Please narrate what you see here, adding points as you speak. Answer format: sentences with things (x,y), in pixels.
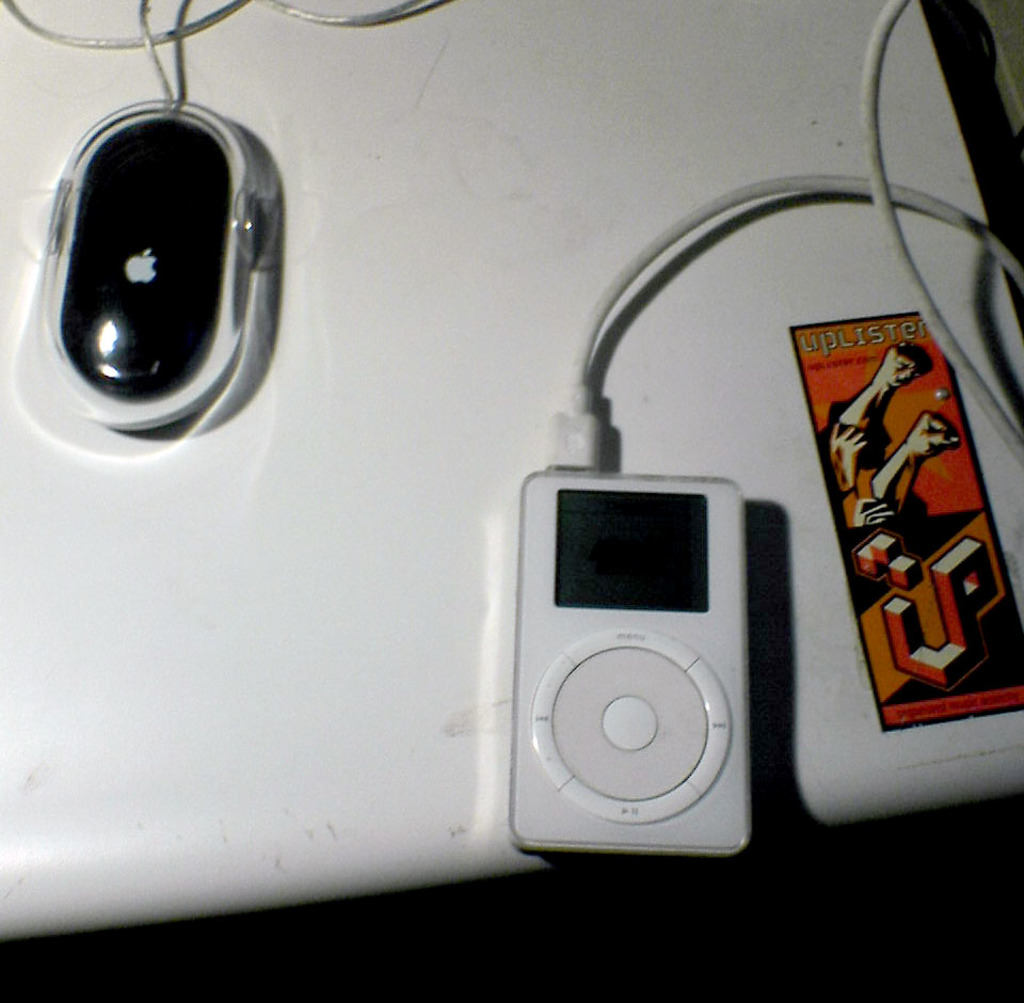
In this image, we can see a white color table (860,62). On the right side (700,601), we can see an iPod (700,612) and a paper (947,423) attached to a table (400,359). On the left side of the table (24,39), we can see a mouse (152,207) and some electrical wires (205,19). at the bottom (305,993), we can see black color.
